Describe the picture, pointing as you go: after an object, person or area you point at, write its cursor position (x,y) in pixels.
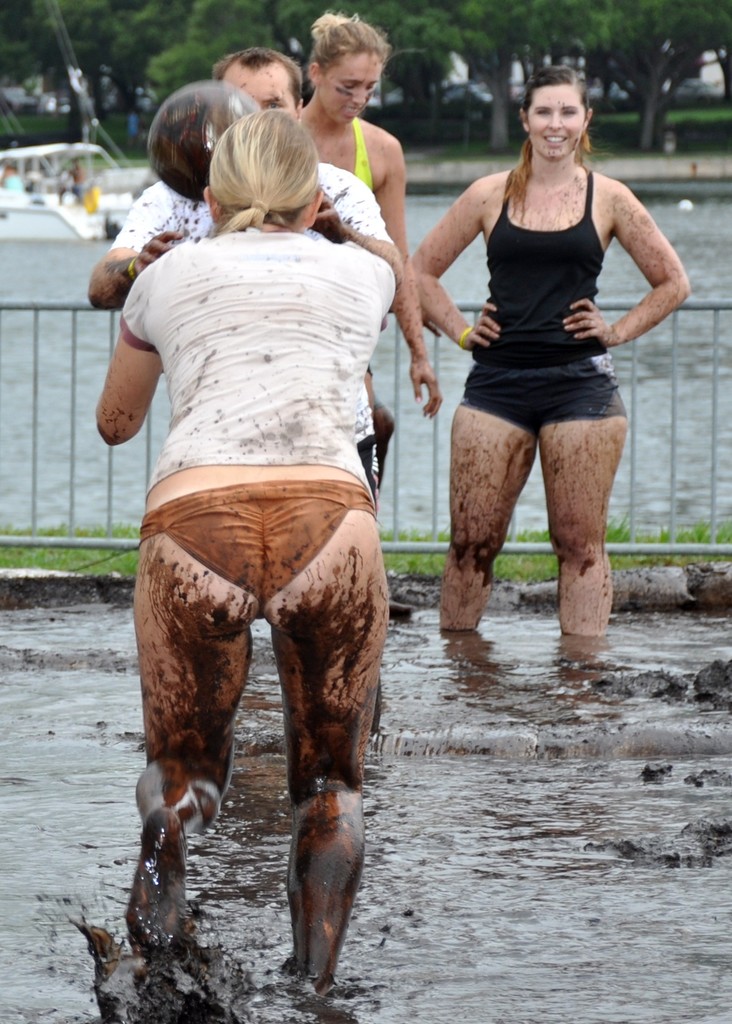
In this picture, we see three women (404,214) and a man (297,93) are standing. They are smiling and they might be playing. At the bottom (425,891), we see water (467,787). Behind them, we see the railing (36,544) and the grass (81,535). On the left side (48,334), we see a boat (6,202) is sailing on the water (410,382). There are trees (53,81) in the background (442,128).
